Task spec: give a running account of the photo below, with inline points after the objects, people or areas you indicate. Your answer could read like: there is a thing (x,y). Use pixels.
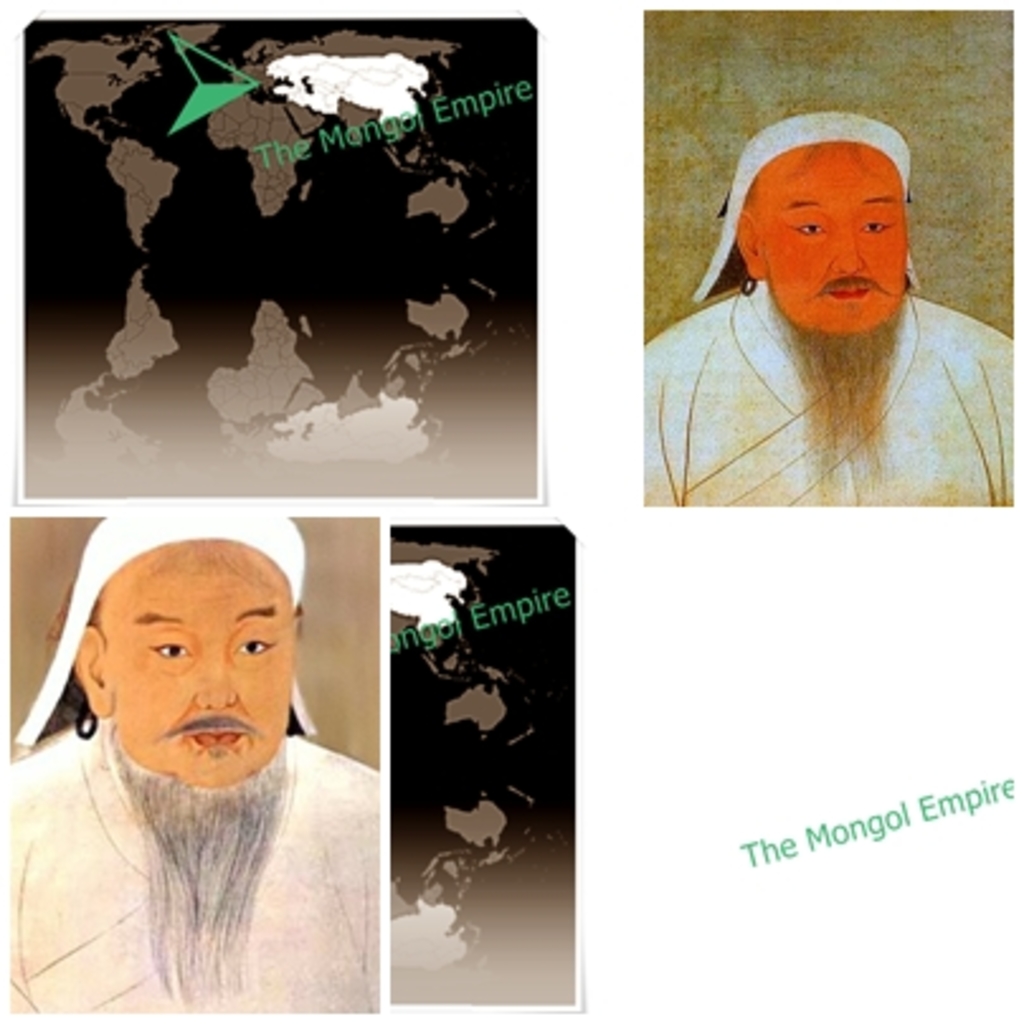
This is a screen (718,706) having texts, two maps (459,706) and two paintings (140,745) of a person (170,678). And the background of this screen (668,575) is white in color.
